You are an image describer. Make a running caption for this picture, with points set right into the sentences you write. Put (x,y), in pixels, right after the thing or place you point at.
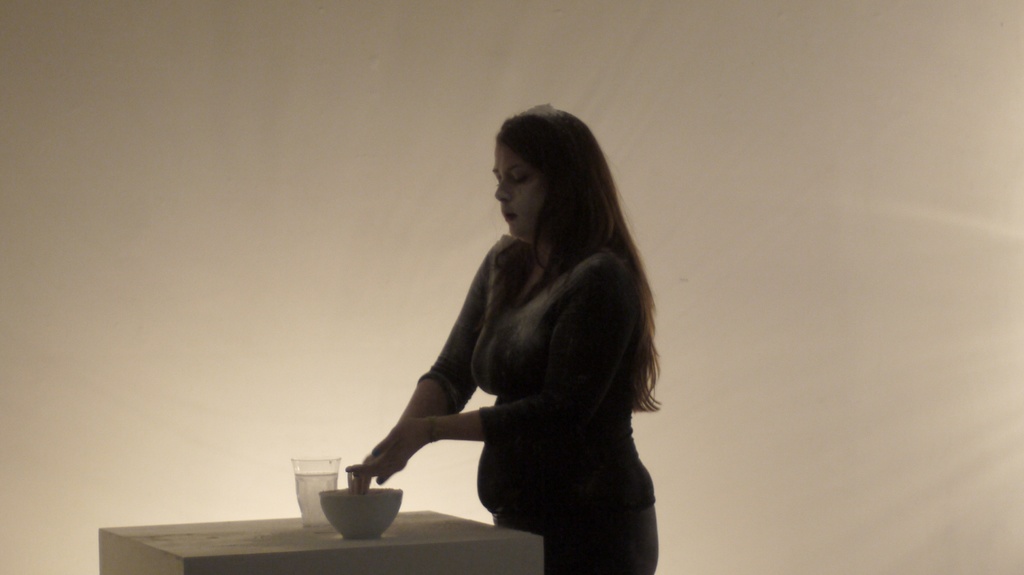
In this image I see a woman (575,289) who is standing and I see a table (346,546) over here on which there is a bowl (367,499) and a glass (309,471) and I see it is cream color in the background (466,280).
